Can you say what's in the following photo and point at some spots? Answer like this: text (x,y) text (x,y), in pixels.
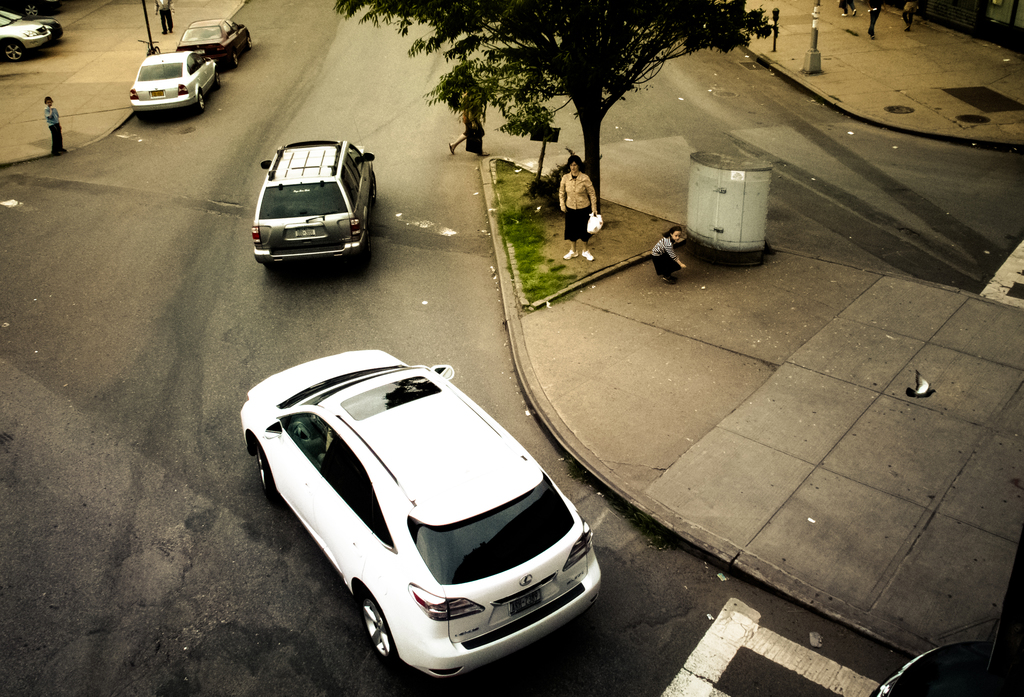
In this image I can see fleets of cars (372,468) on the road (551,636) and some persons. In the background (536,279) I can see a tree (581,116), grass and poles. This image is taken on the road (664,607).
